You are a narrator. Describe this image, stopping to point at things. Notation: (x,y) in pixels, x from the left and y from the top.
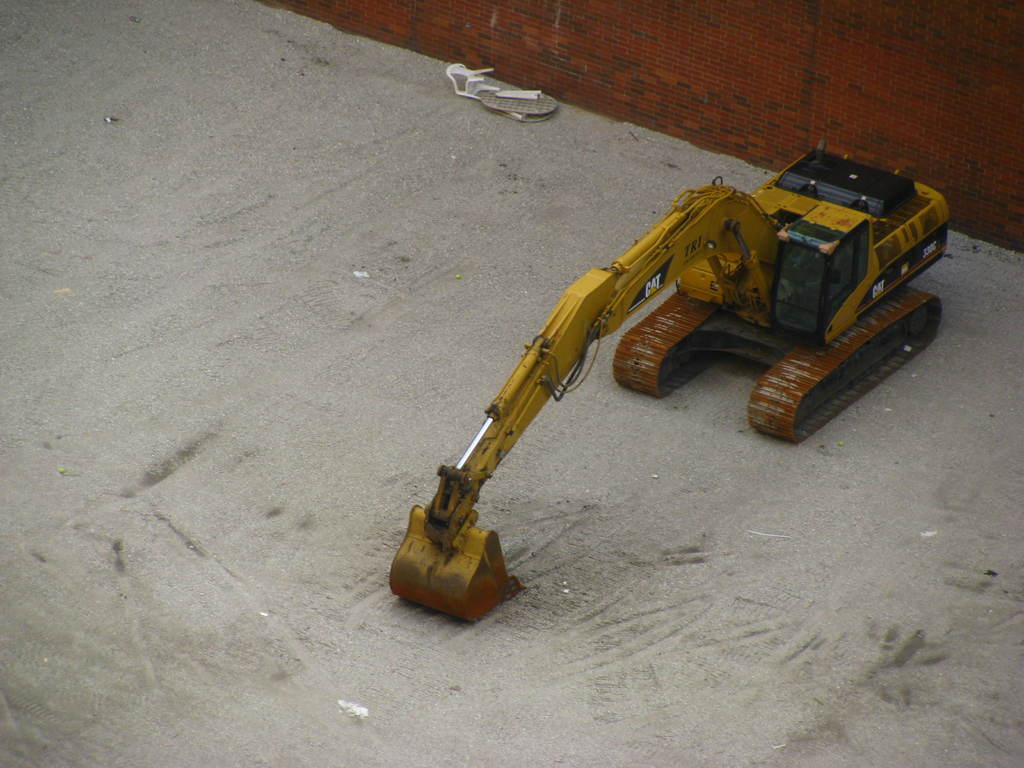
As we can see in the image there is a floor (241,157), orange color wall (747,107) and yellow color excavator (730,326).
